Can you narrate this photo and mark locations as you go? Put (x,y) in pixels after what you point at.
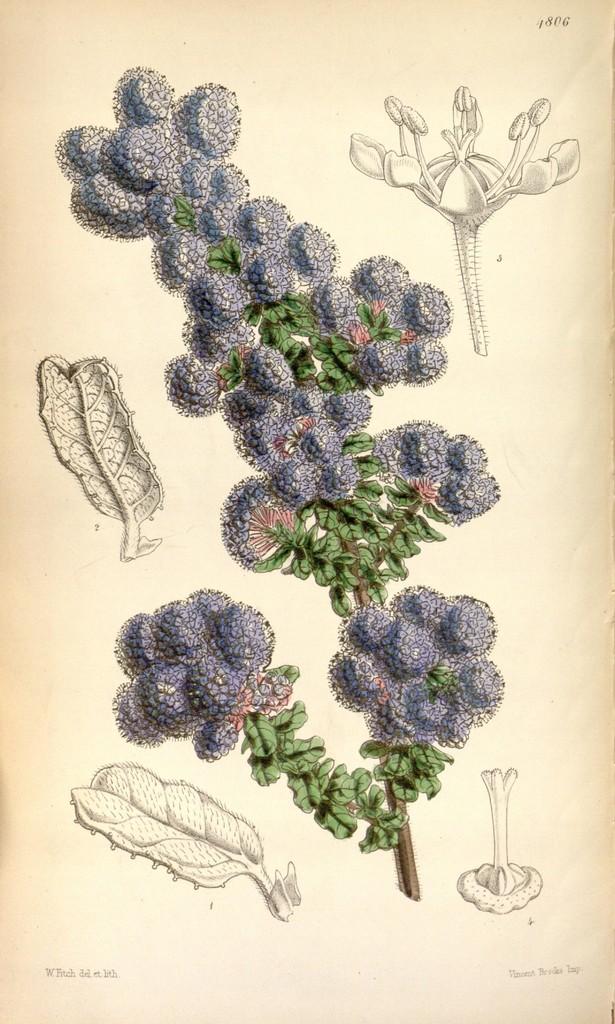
In this image we can see some drawings (270,438) and text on a paper (141,282).
